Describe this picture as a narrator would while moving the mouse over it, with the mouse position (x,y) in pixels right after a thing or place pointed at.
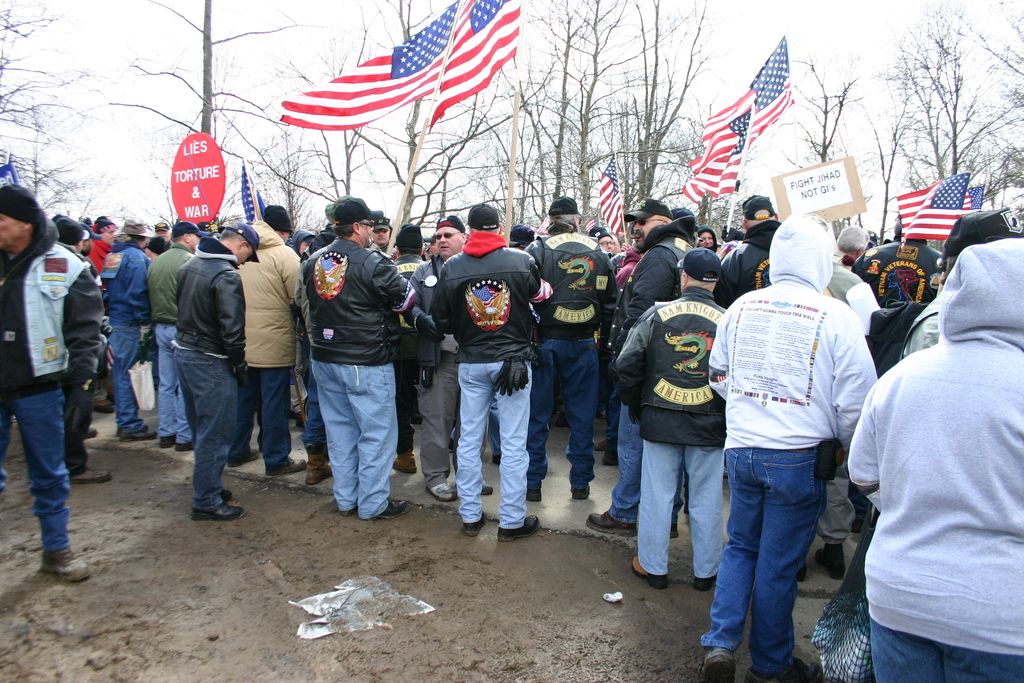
In this image we can see few persons (314,328) are standing on the ground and among them few persons (104,218) are holding flags (340,106), hoardings (226,166) and bags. In the background (503,124) there are trees (636,137) and sky (422,161).
